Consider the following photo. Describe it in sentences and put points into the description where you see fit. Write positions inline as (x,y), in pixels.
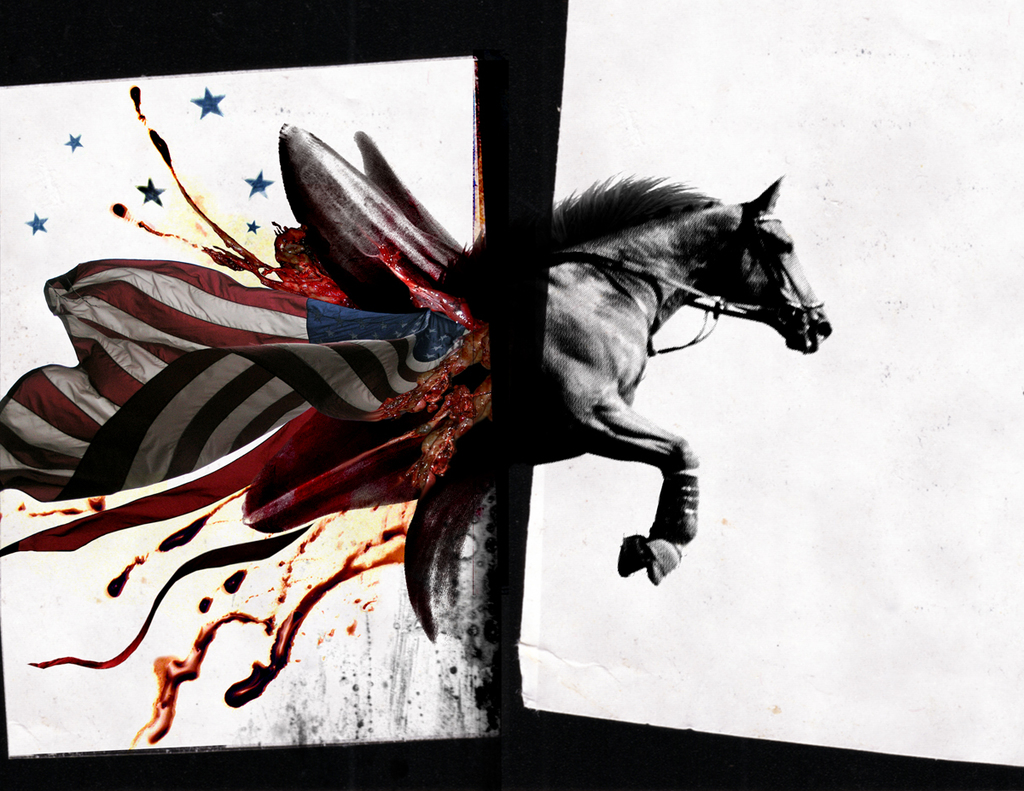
In this image there is a painting (468,371) of a horse (473,336).
